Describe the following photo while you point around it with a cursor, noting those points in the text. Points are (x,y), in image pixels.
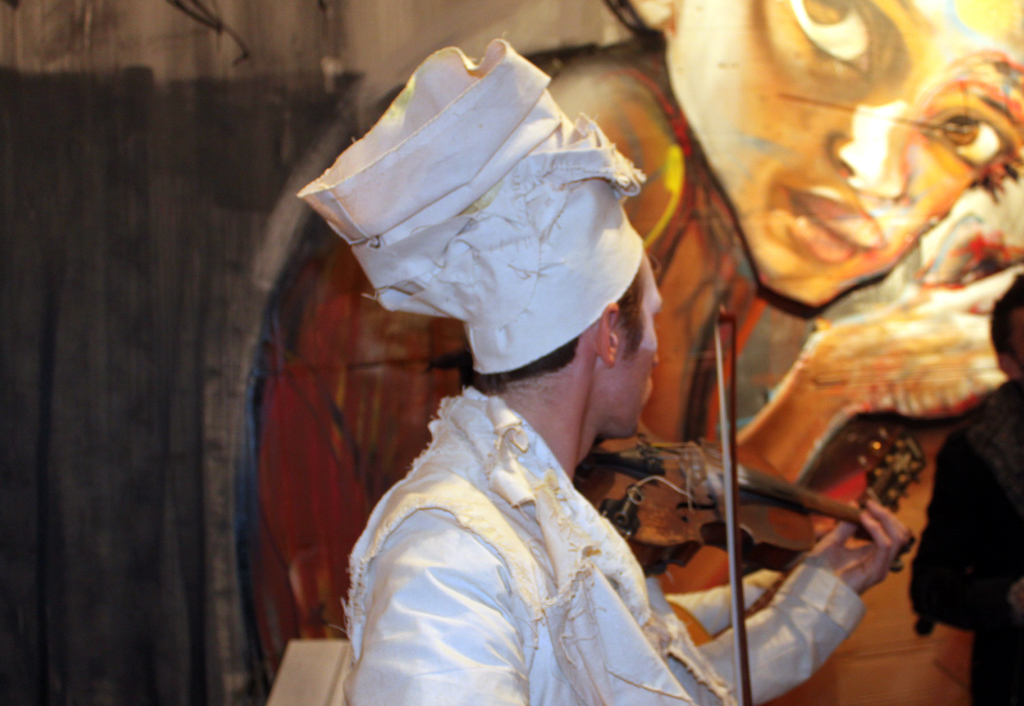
In this image, a man (864,530) is playing a violin (723,518). Few peoples (1022,504) are there in the image. The background (849,250), we can see some wall art (781,187).
